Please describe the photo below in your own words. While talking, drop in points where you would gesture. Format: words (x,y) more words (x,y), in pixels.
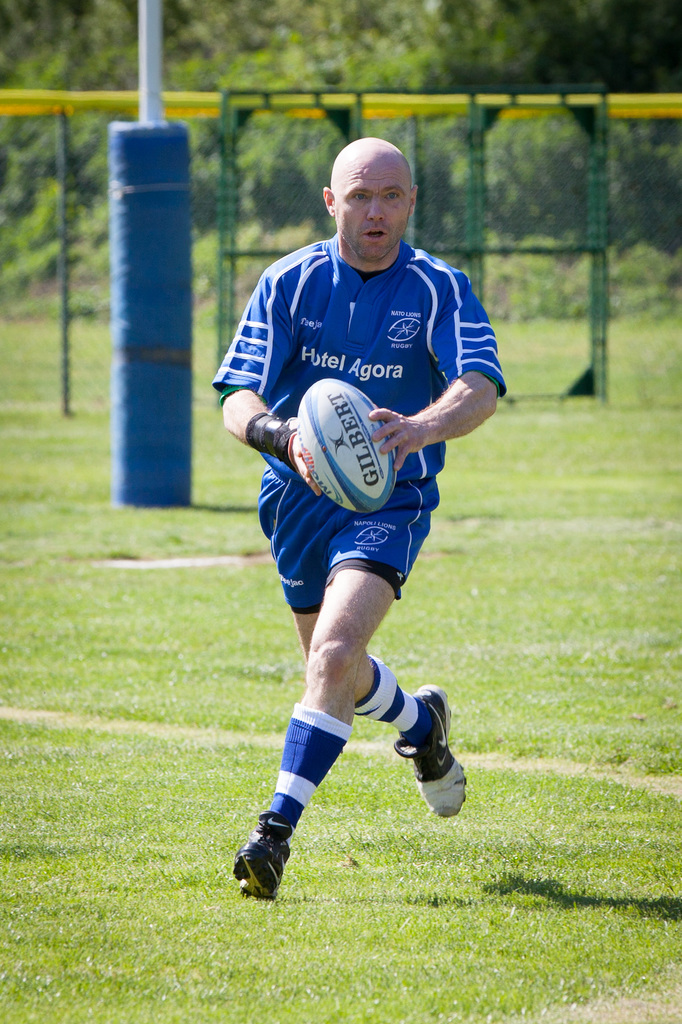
This is a ground (90,798). At the bottom of the image (191,962) I can see the grass (355,960). Here a men (320,280) is wearing blue color t-shirt (398,372), short (397,522), holding a ball (328,452) in the hands (401,443) and running. In the background (146,212), I can see a pole (163,272), net (237,224) and some trees (360,68).
